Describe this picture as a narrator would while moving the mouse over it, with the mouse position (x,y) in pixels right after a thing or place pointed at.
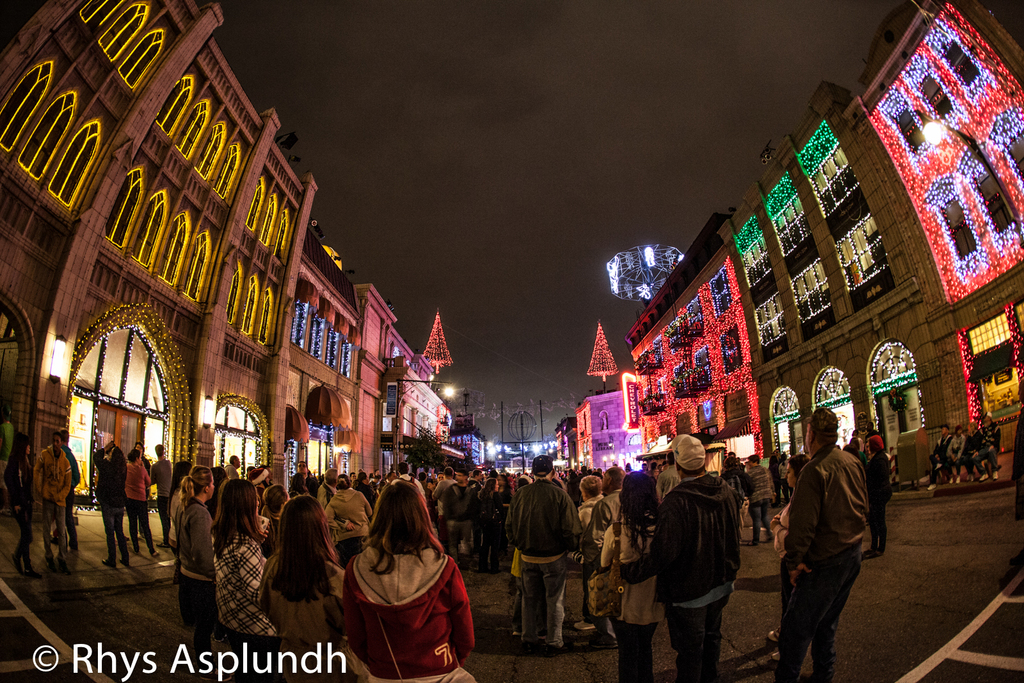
In this picture we can see a group of people (549,574) on the ground (742,560) and in the background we can see buildings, lights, poles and the sky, in the bottom left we can see some text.
